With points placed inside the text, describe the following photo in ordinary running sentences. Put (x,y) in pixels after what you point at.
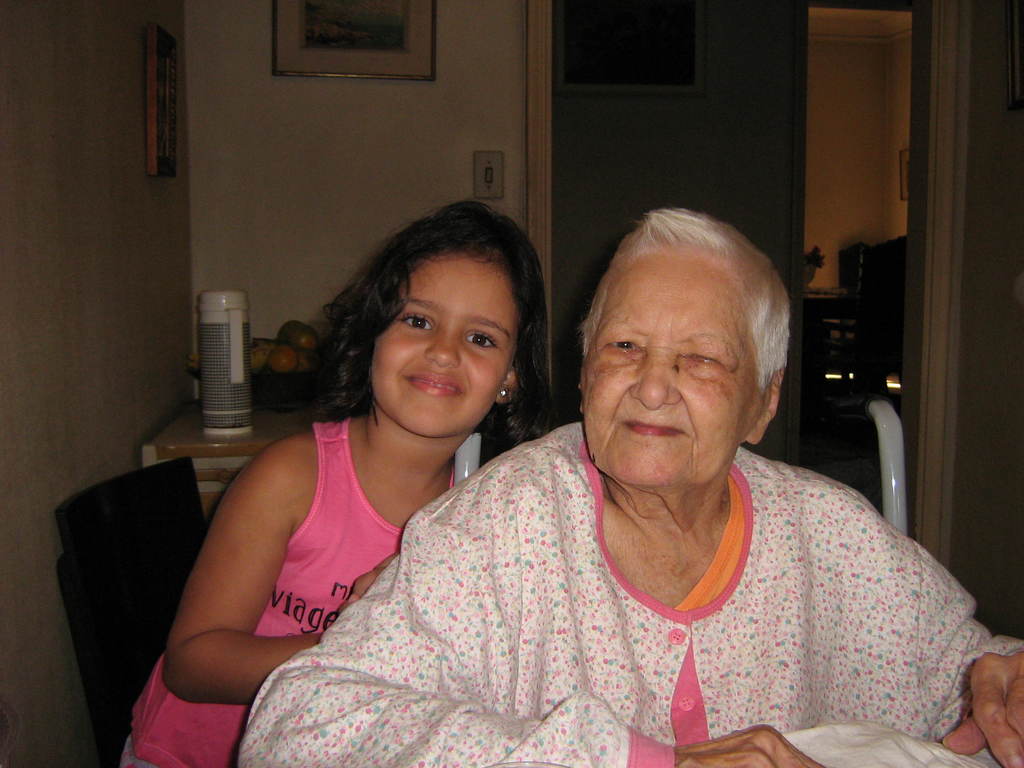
There is a old lady (491,504) and girl (369,438). In the back (236,193) there is a wall (221,114) with photo frames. Also there is a table (234,447). On the table (252,420) there is a flask (233,385) and a bowl (279,381) with fruits (261,362).
